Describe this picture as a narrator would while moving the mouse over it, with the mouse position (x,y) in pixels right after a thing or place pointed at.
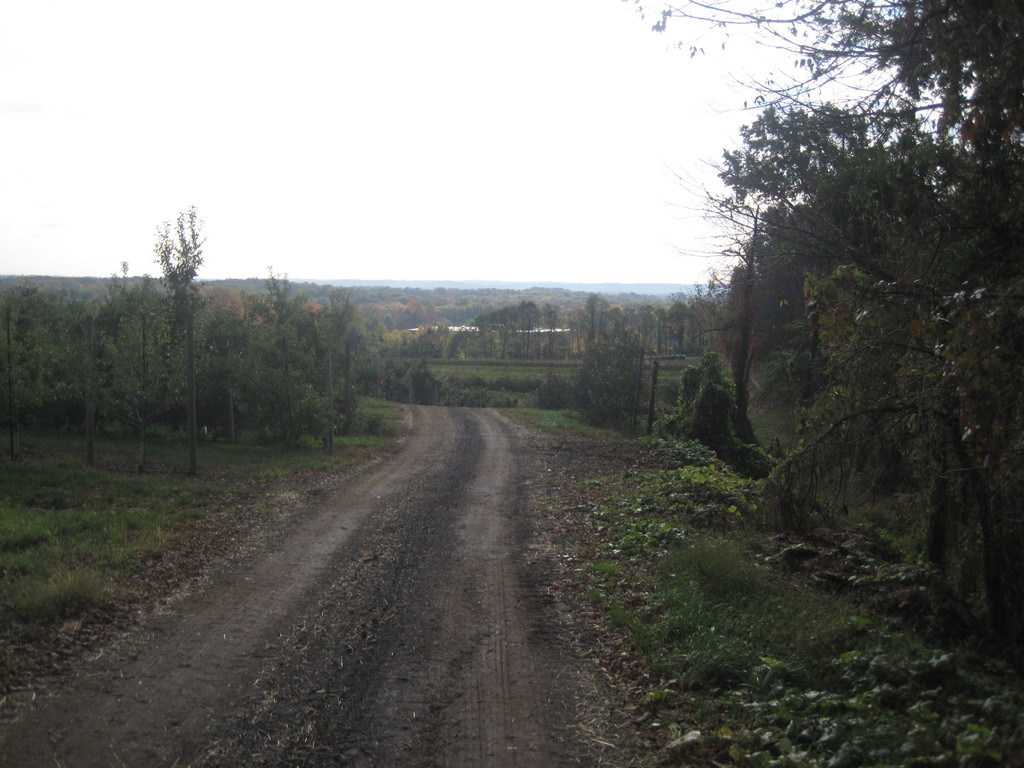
In this image we can see mud road (332,603), there are some trees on left (162,423) and right side of the image (807,452) and in the background of the image (446,229) there is clear sky (417,239).
